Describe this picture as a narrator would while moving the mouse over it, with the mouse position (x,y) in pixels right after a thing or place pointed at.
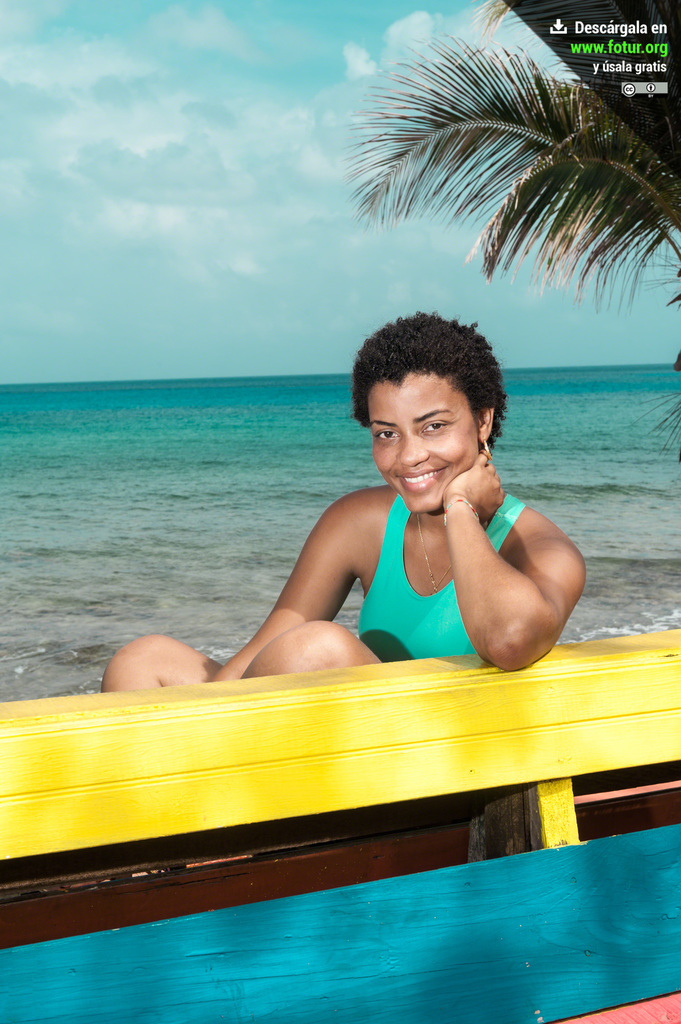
In this image there is a person (329,532) sitting on the bench (363,765) and she is smiling. On the right side of the image (571,261) there is a tree (677,150). In the background of the image (308,402) there is water (246,424) and there is sky (218,176). There is some text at the top of the image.
